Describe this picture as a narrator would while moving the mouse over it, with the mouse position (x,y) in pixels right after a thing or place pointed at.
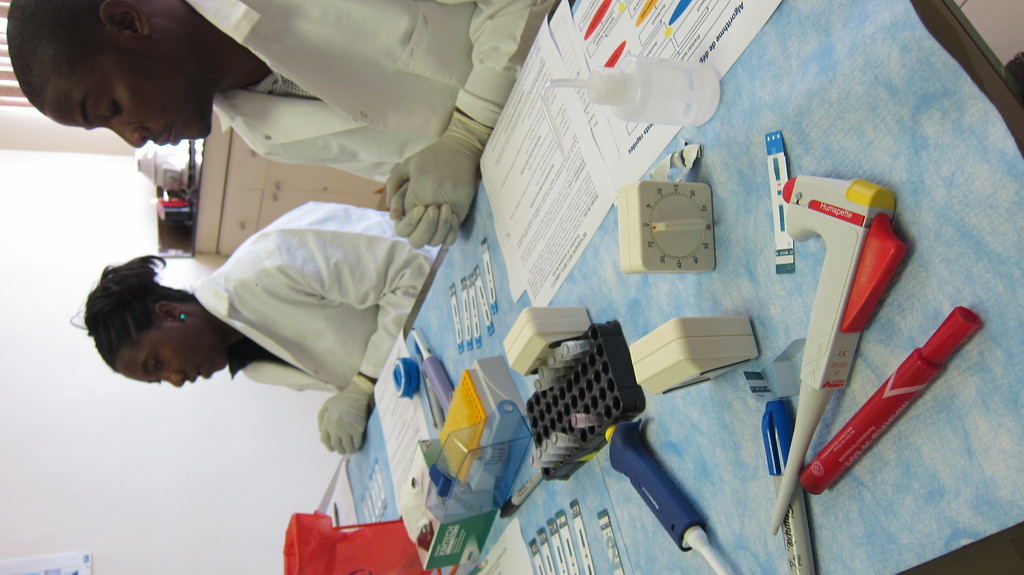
This is a rotated image. In this image there are two persons (245,328) sat on the chair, in front of them there are papers (525,274) and a few other objects (510,445) placed, behind them there is a cupboard (221,195), on the top of the cupboard (232,189) there are few objects (165,196) placed.
